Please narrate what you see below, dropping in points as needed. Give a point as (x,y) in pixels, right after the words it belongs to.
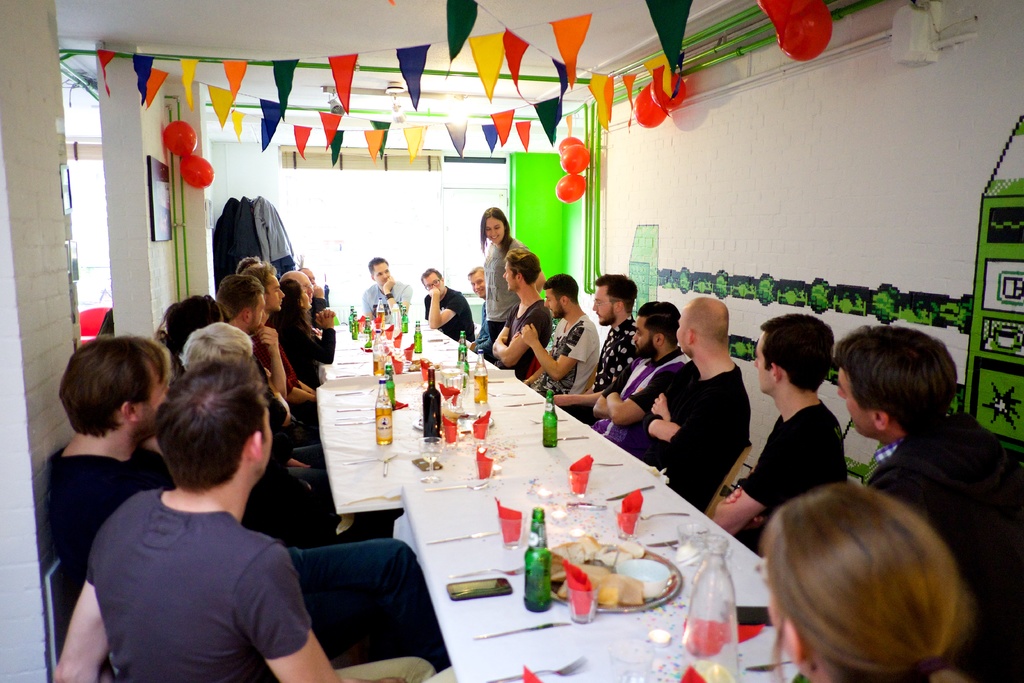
In this picture, we can see dining room (539,511). In the middle (410,407), there is a white color table (433,494). On top of it, bottles (478,388), glasses (430,476), tissue (587,575), plates (624,569), food (596,585) on the plate (603,588), phone (490,582), mobile (504,583), fork (567,672), knife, spoons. Around the table (527,419), we can see few peoples (188,439) are sat on the chair (736,470). Right side (803,193) we can see white and green color wall (848,246). left side (43,353), we can see brick wall (33,289). At the roof (457,59), there is a colorful paper art (151,65) hanging. Here we can see red color and the center of the image (496,255), woman (497,251) is standing.
